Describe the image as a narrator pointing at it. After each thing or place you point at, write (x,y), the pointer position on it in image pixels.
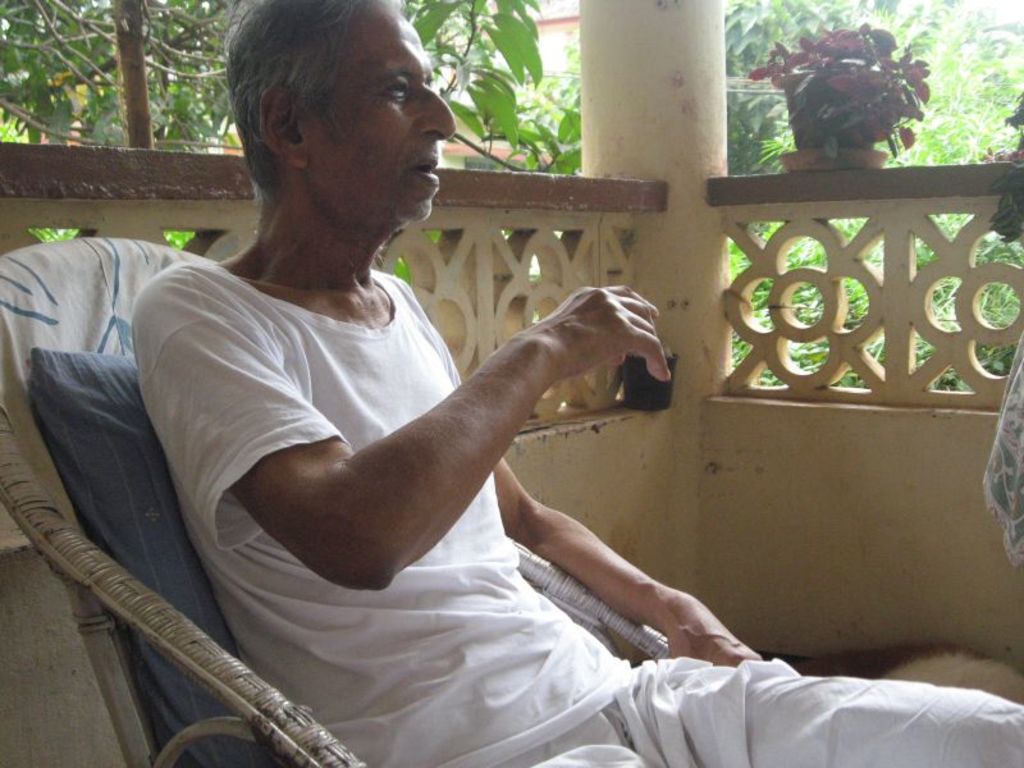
In this image we can see a person (385,423) wearing a dress (463,586) is sitting in a chair (180,747). In the background (990,515), we can see a fence (906,268), plant (869,65) in a container (824,151), pillar (642,111) and group of trees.
